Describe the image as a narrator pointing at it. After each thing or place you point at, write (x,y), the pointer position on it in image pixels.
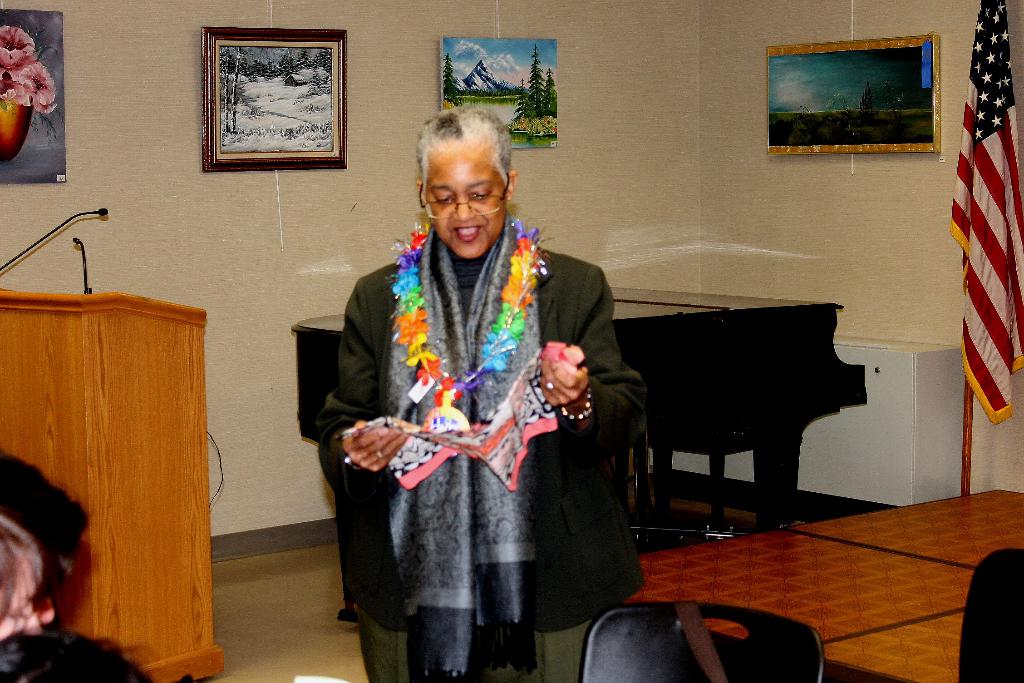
This is a picture taken from inside of a room (94,81) and a woman (426,512) stand wearing a black color jacket (541,525), she is smiling and there are the photo frames (264,80) on the wall (258,247) and there is a podium (19,350) on the left side (110,314) and on the right side (977,297) there is a flag (967,284) and there is a chair (991,597) on right corner (994,605).
